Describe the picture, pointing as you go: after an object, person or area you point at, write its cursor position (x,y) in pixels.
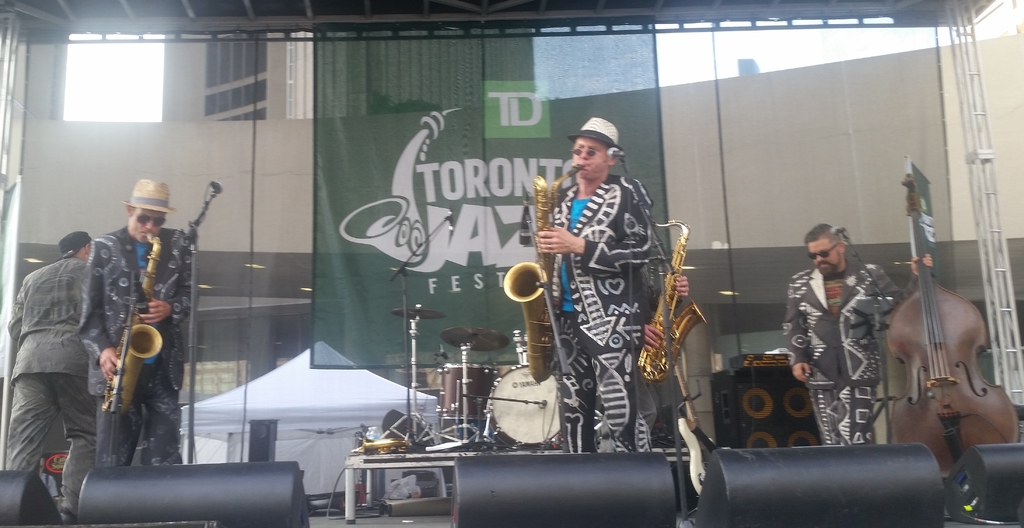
In this image we can see a group of people (571,329) standing on the stage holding the musical instruments (652,365). We can also see some objects (519,397) on a table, speaker boxes (650,462) and the mics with the stands (679,488) beside them. We can also see a tent (368,390), a banner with some text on it, the metal poles (991,169), a building (253,328) with windows (250,102), some ceiling lights (250,266) and the sky (97,58).
